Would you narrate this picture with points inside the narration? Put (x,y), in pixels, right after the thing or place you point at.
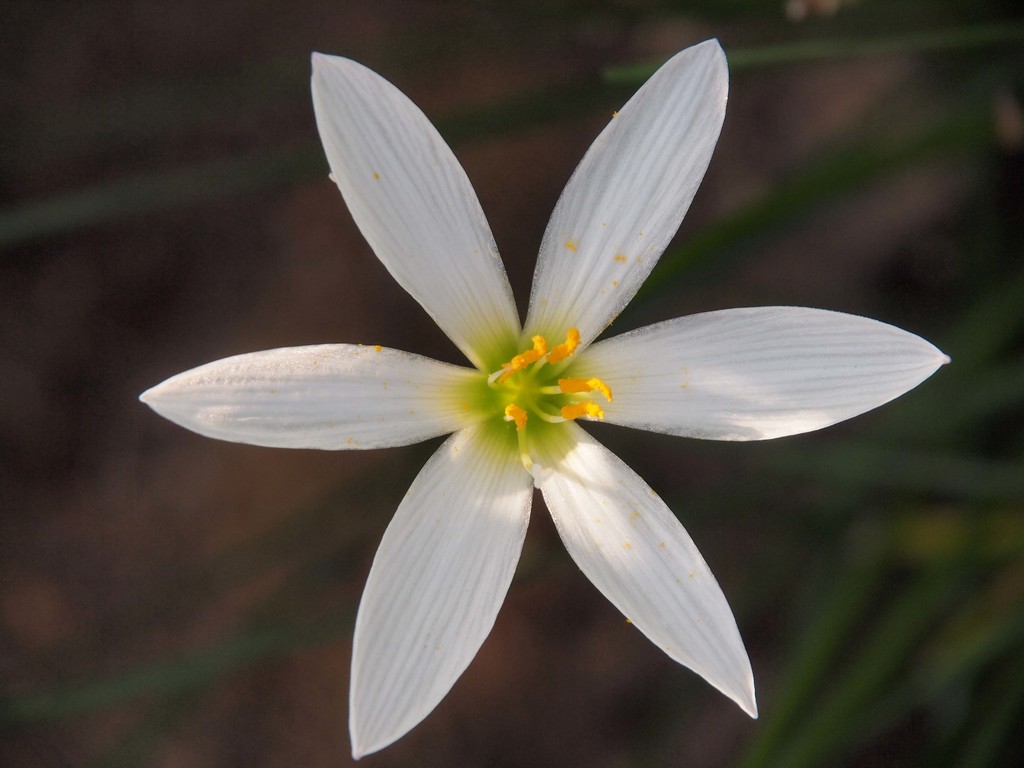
In this image, I can see a flower (371,412) with white petals (417,435). These are the pollen grains (581,385). The background (224,337) looks blurry.
